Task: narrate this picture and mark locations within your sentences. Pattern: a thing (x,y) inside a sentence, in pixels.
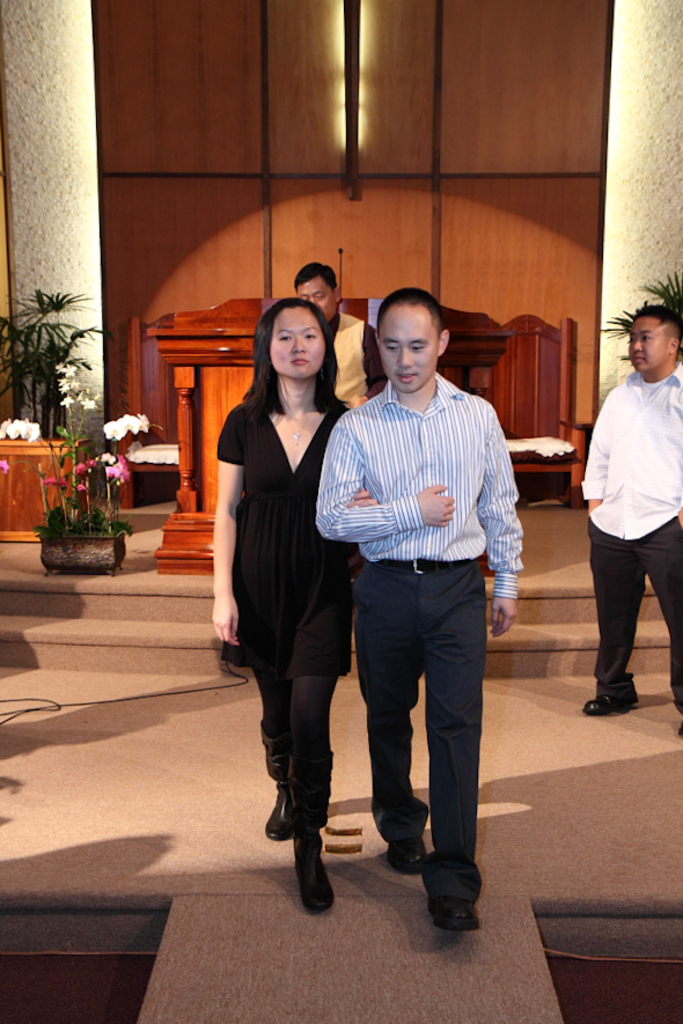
The man (417,545) in blue shirt (363,412) and the woman (278,582) in the black dress (301,615) is walking on the ramp (209,921). Behind them, we see the man (347,343) in the yellow jacket (347,343) is standing. On the right side (639,499), the man (623,388) in the white shirt (634,471) is standing. Behind them, we see a podium (223,340) on which microphone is placed. Beside that, there are flower pots (80,524). On either side of the picture, we see pillars (620,205). In the background (309,178), we see a wall (424,219) in brown color.
